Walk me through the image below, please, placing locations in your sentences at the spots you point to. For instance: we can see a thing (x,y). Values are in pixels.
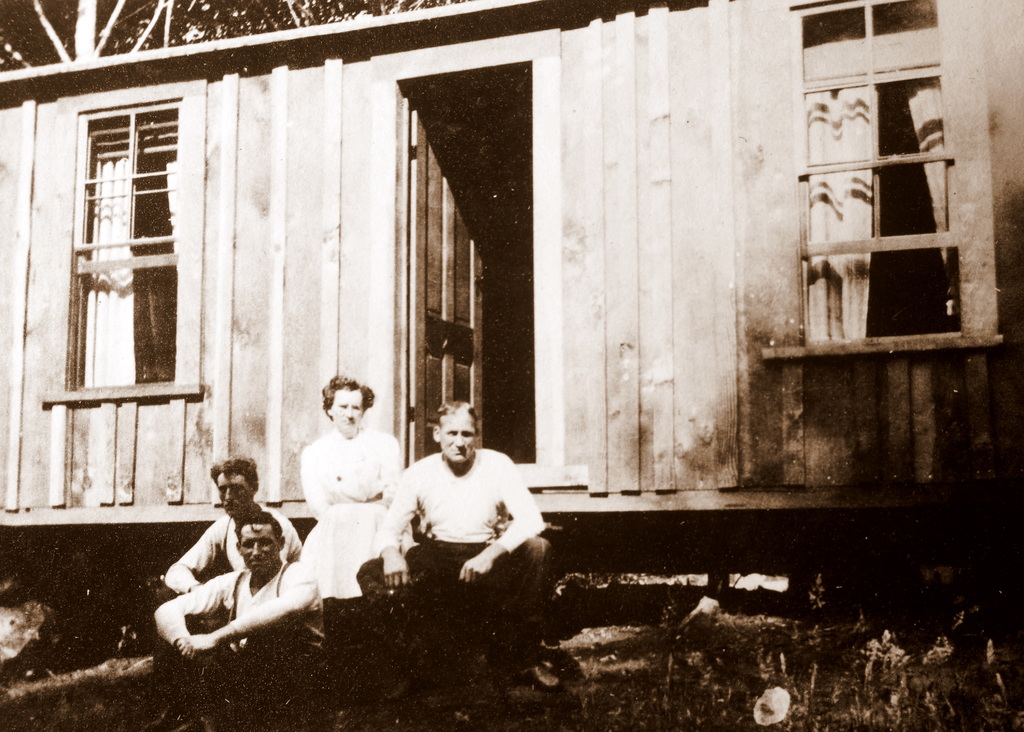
It is the black and white image in which there are four persons (368,501) sitting on the steps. In the background (358,238) there is a wooden house (469,188) with a door (449,235). On the right side (899,148) there are windows (924,221). At the bottom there is grass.
